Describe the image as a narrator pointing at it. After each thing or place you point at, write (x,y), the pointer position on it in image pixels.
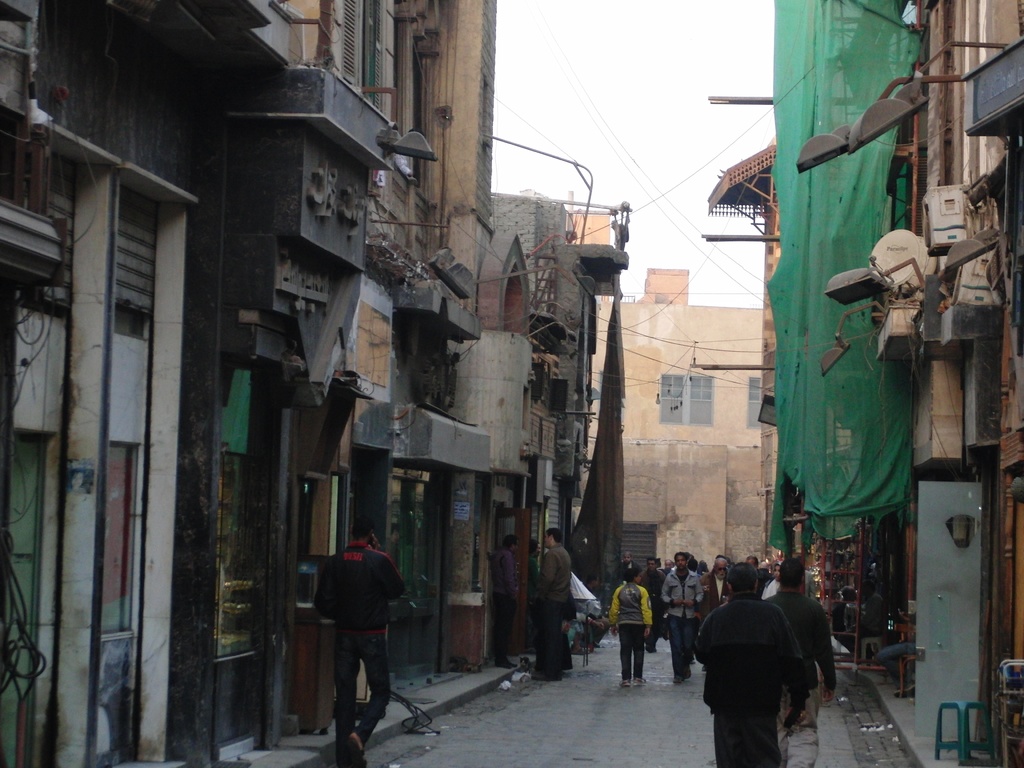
There are group of people (683,618) walking on a road (647,679) and there are buildings (608,274) on the either side and in front of them.
